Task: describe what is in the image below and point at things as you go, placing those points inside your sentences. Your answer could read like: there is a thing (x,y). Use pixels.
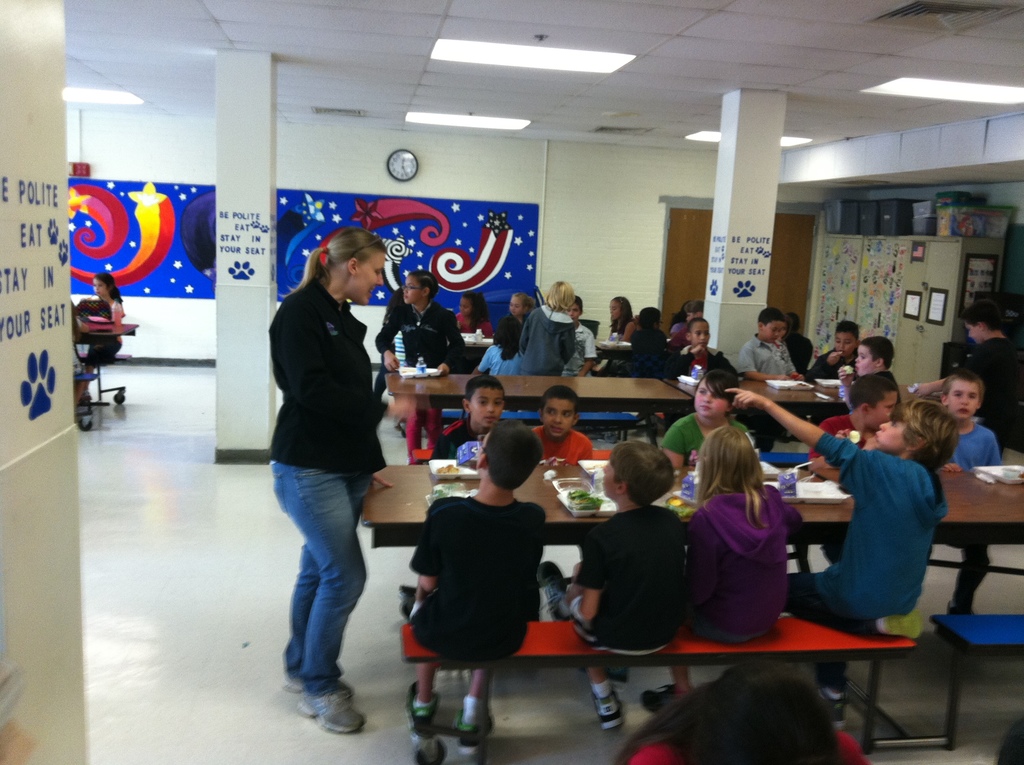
In this picture we can see a few people (472,628) sitting on the benches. We can see a woman (329,665) standing on the floor (266,623). There are some food items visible on the plates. We can see a few bottles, bags (94,313) and other objects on the tables (569,541). There is some text (740,239) on the pillars (710,301). We can see some painting (314,219) and a clock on the wall (639,258). We can see a few objects (852,234) on the right side (901,315). There is a wooden object (695,242). Some lights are visible on top.
